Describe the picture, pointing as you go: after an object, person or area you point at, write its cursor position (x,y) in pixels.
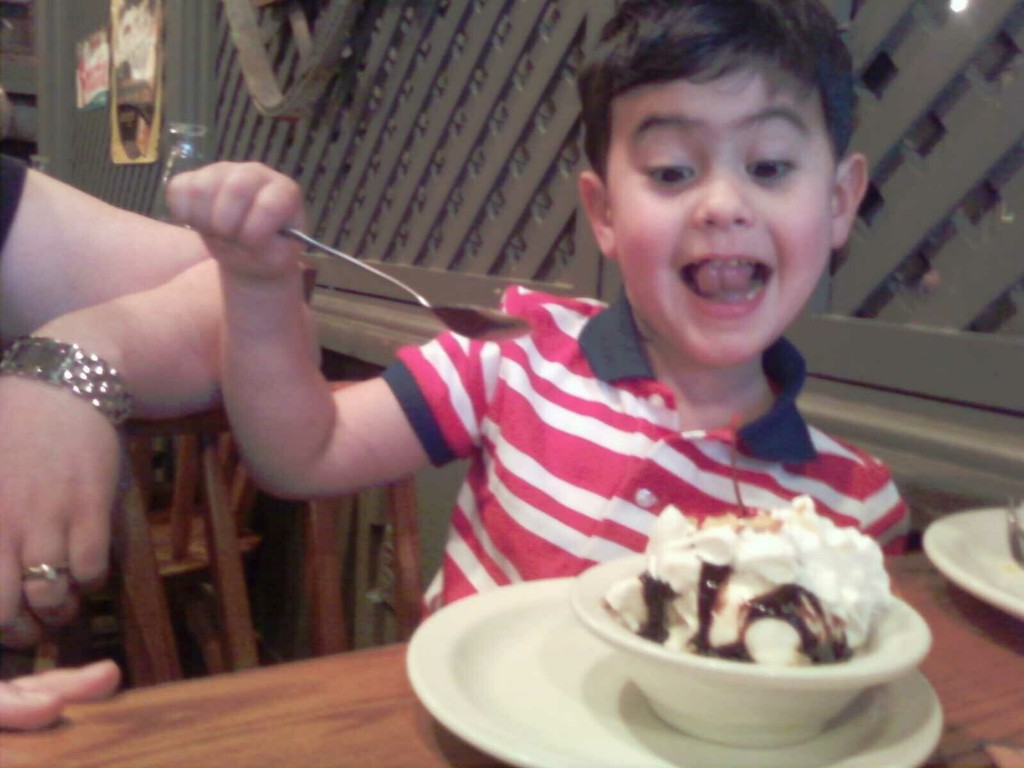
In this picture there is a boy (653,377) who is holding a spoon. He is sitting on the chair (413,593) near to the table (399,660). On the table (1004,715) I can see the plate (889,758), bowl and ice cream (844,569). On the left (54,451) I can see the women's hand (31,486) who is wearing t-shirt (11,224), watch (40,370) and finger ring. On the top left corner (143,104) I can see the posts (140,8) which are placed on the wooden fencing (239,105).
